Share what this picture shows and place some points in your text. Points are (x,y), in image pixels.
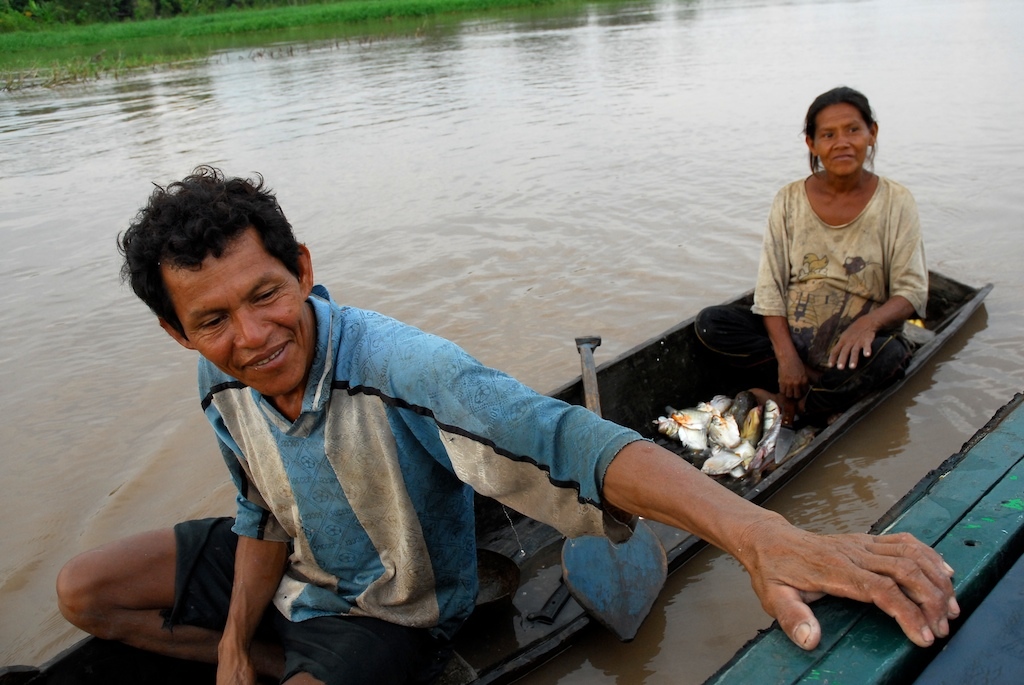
In the image we can see a man (578,432) and a woman (751,349), they are wearing clothes (581,416) and they are smiling, and they are sitting in the boat (485,533). Here we can see the water (443,185) and the grass (135,20).
